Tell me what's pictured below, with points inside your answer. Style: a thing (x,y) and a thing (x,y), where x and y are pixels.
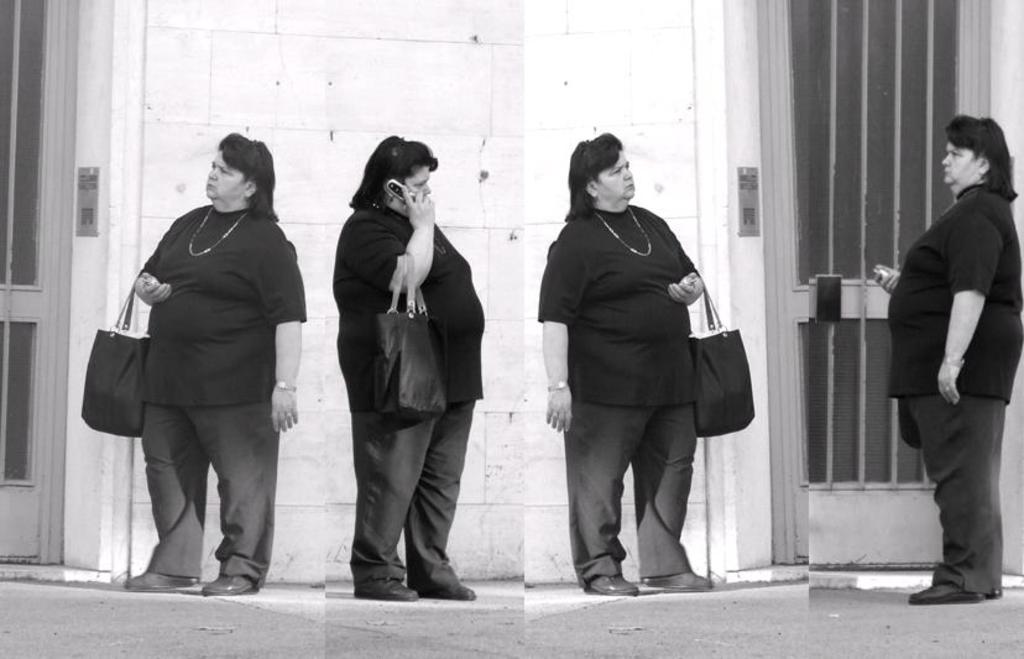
This image contains a collage of photos of a woman (217,404). The woman (214,431) is standing on the land (194,597). She is carrying a bag (125,359). Behind her there is a wall (108,247) having a door (7,341). She is holding a mobile phone (394,187). Right side (866,168) there is a fence (895,155).
